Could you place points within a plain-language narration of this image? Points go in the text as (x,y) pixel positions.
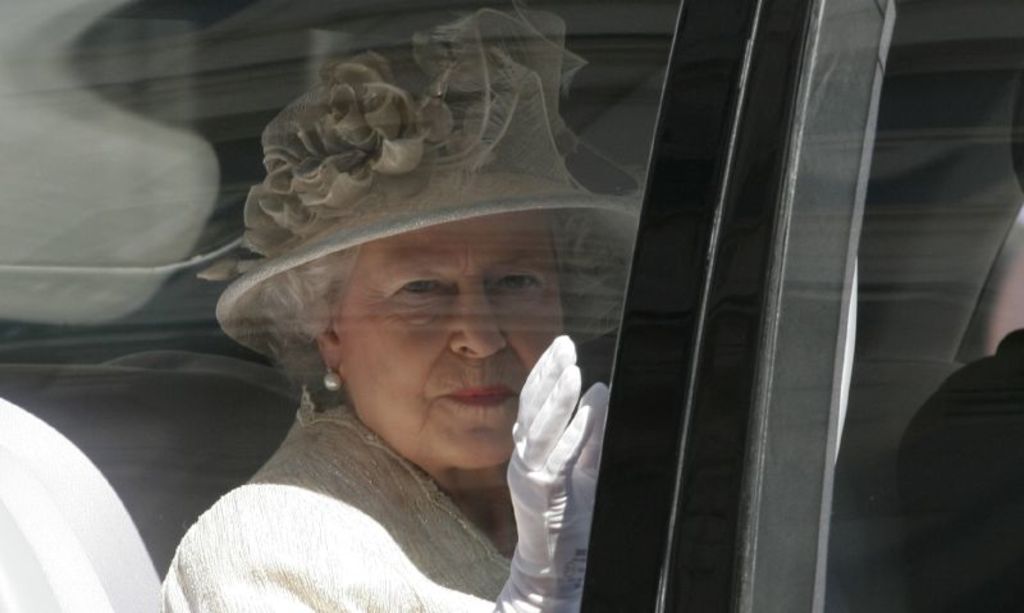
In this image we can see few people (954,509) sitting in a vehicle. A lady (409,233) is wearing a hat (472,188).
